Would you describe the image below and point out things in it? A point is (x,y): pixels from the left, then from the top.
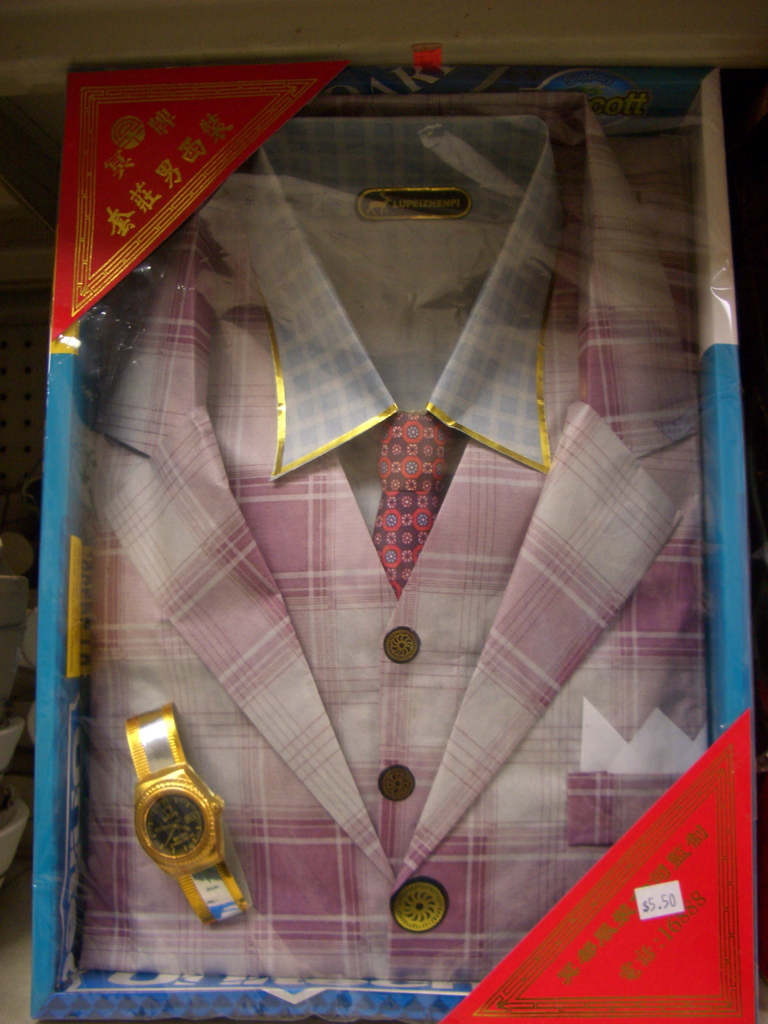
In this picture there is pink color suit (274,818) with tie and golden watch (193,793) is placed in the box (167,1015).
